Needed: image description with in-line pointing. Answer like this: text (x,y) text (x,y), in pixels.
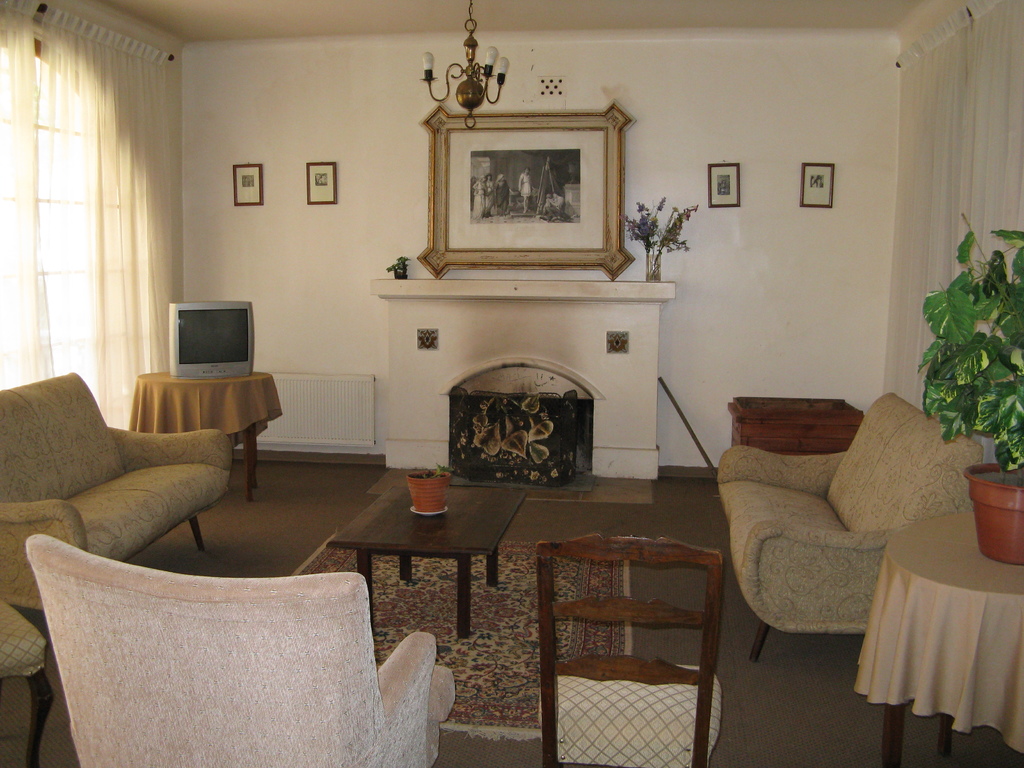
The picture is taken inside a room (661,564) where in the centre (619,427) there is a fire place (641,404) and at the right corner (813,487) there is a sofa (868,534) and table (1016,573) with cloth (930,589) and one plant (952,322) on it and at the left corner (151,530) one sofa (186,497) beside that one table (272,420) and one tv (241,372) on it and there is a big white wall (463,51) where photos (565,159) are placed on it and left corner (144,85) one big curtain (37,168) and at the right corner (913,47) another white big curtain (1006,34) is present and in the middle (451,503) there is one table (419,552) on that one pot (438,509) is present, under the table (463,608) there is one carpet (494,704) and one chair (589,728), sofa (159,679) is present.
